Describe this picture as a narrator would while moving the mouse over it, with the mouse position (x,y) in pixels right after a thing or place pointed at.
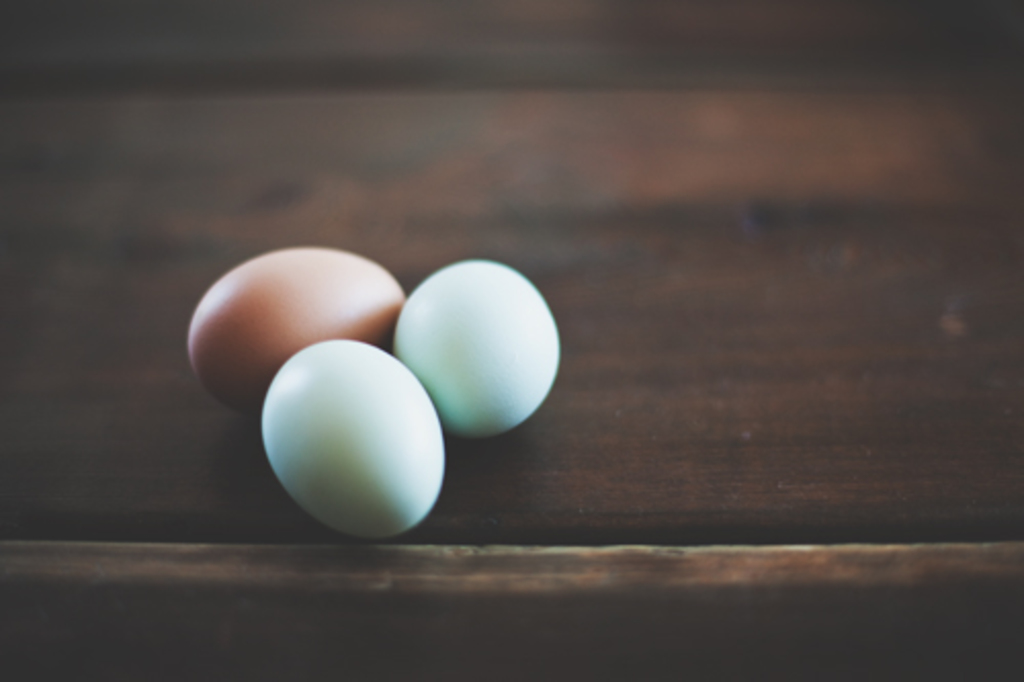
In the image there are three eggs (284,337) on wooden table (524,233).
